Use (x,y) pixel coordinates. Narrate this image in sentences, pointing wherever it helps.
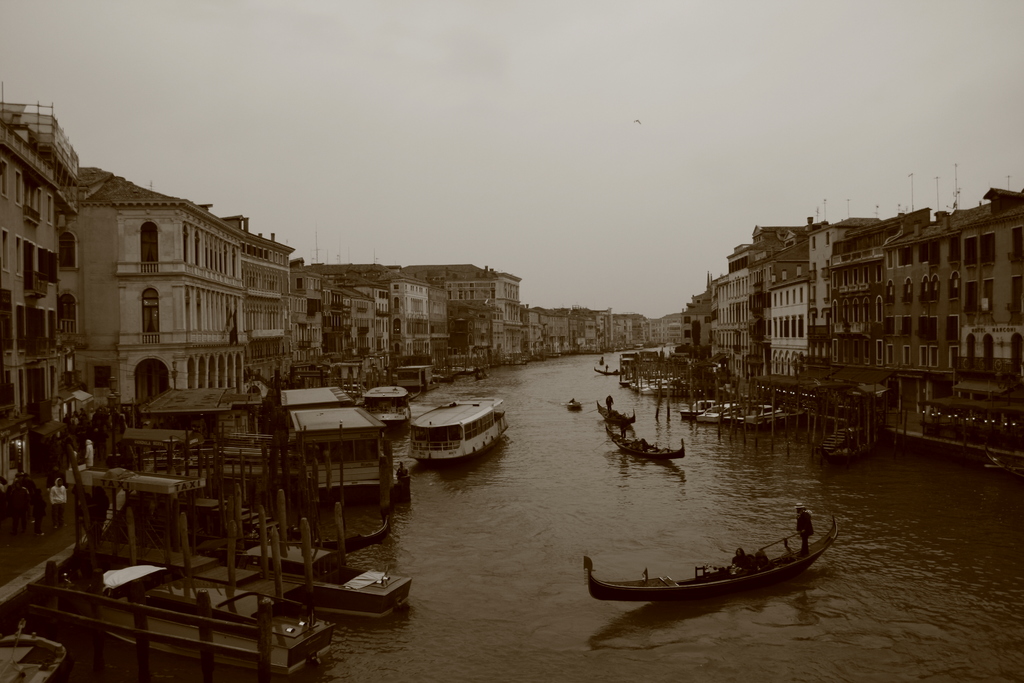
In the image there is a river (676,480) and on the river (587,355) there are many boats (479,432) and around the river (591,492) there are a lot of buildings (483,315).
